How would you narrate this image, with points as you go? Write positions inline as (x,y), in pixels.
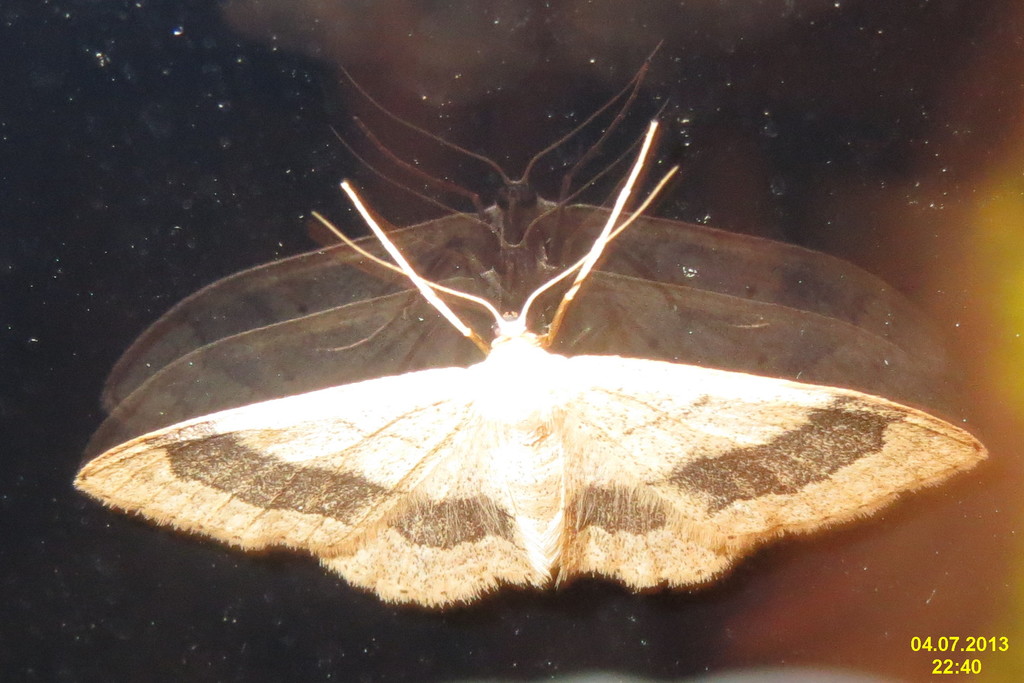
In the center of the image (583,440) a moth (724,480) is there. In the background (508,176) the image is dark. On the right side of the image (918,201) we can see light (1004,319) and some text (951,641) are there.
